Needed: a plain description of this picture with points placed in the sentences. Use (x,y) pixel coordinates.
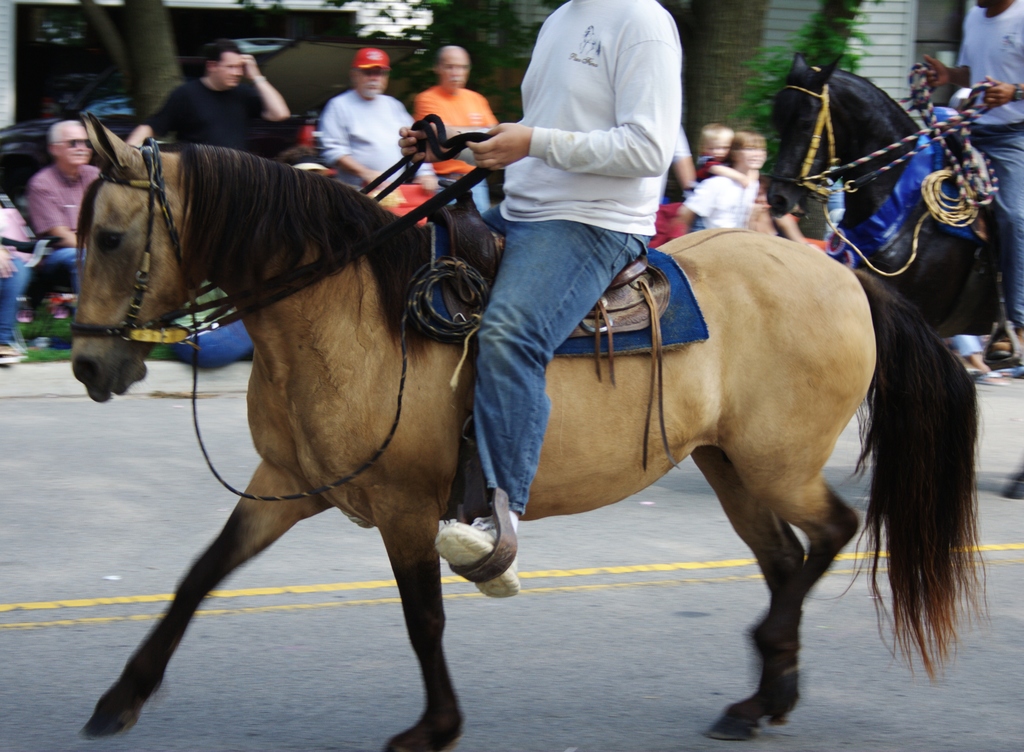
In this image in the center (471,310) there is a man (511,248) riding a horse (448,357). In the background (252,78) there are persons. On the right side (993,147) there is a man (1011,83) riding a horse (845,156) which is black in colour.
